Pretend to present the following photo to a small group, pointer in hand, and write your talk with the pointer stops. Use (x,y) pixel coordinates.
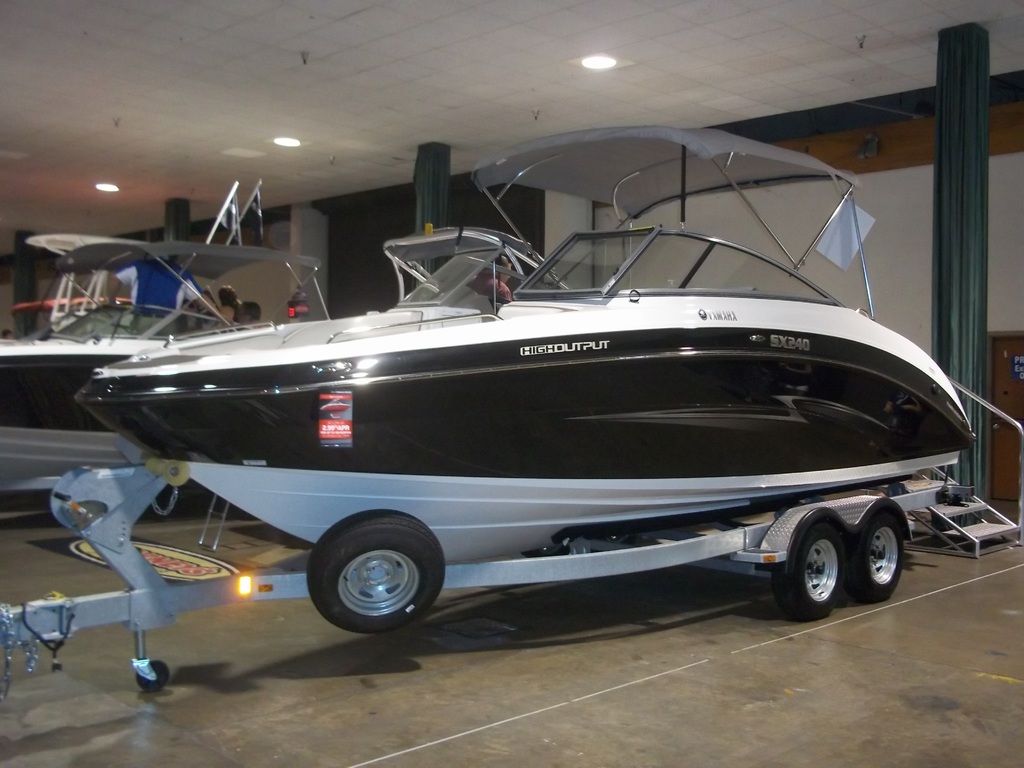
In this picture we can see vehicles (234,459) on the floor (363,711) and in the background (1007,221) we can see lights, pillars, wall (818,229).
